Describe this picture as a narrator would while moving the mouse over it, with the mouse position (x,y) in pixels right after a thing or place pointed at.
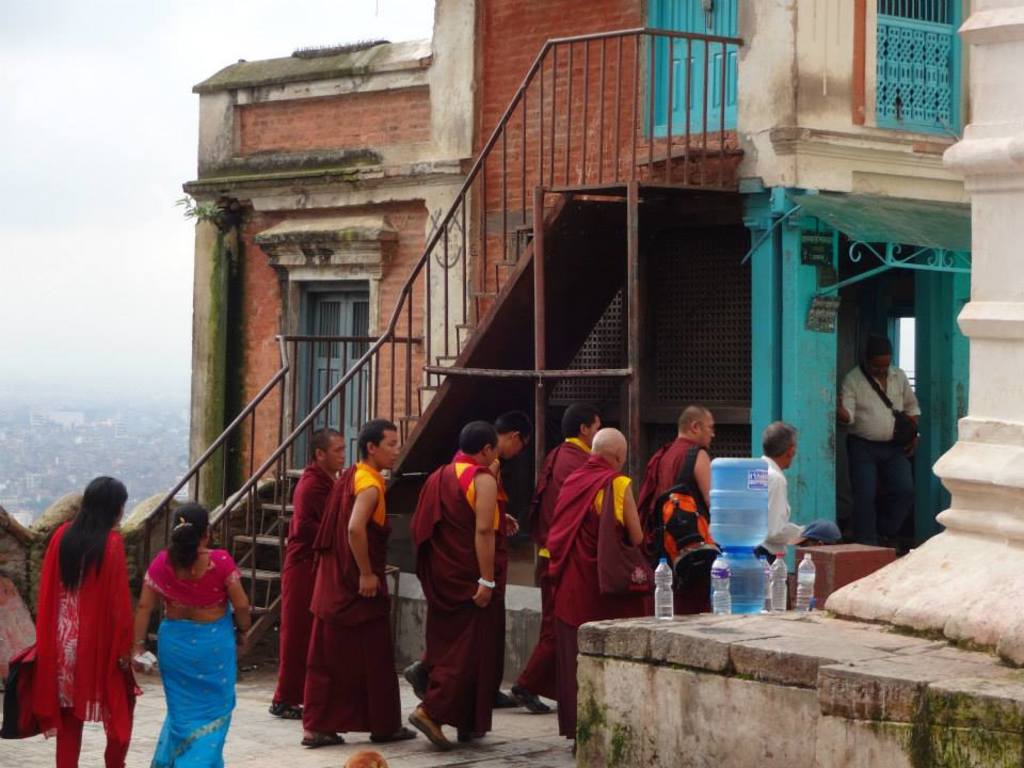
In this image we can see few people (236,620) walking on the ground (397,741). In the background (533,246) we can see a building (896,202). Image also consists of tins (732,491) and also water bottles (771,583). Sky (164,192) is also visible.
